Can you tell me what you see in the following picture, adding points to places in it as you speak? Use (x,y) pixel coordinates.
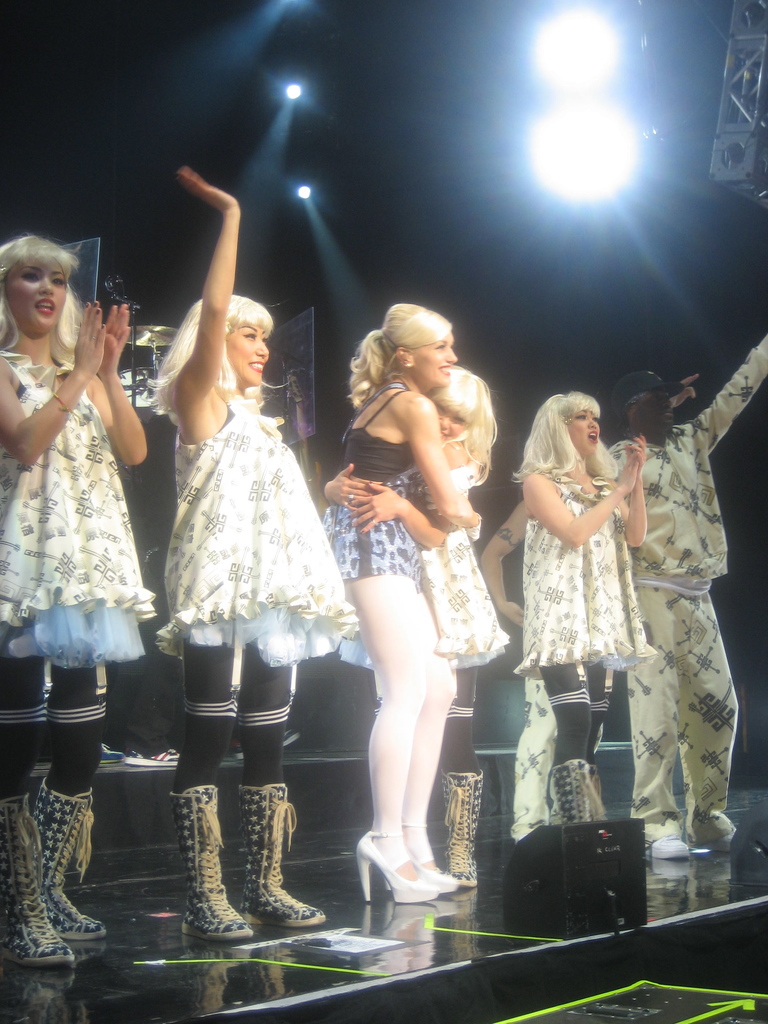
In this picture we can see a group of people (270,563) standing on the stage (296,753). In front of the people (440,589), there are some objects (554,884). Behind the people (205,539), there are musical instruments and a dark background (230,164). At the top of the image (595,125), there are lights (602,119). In the top right corner of the image (727,104), it looks like a truss (730,129).
